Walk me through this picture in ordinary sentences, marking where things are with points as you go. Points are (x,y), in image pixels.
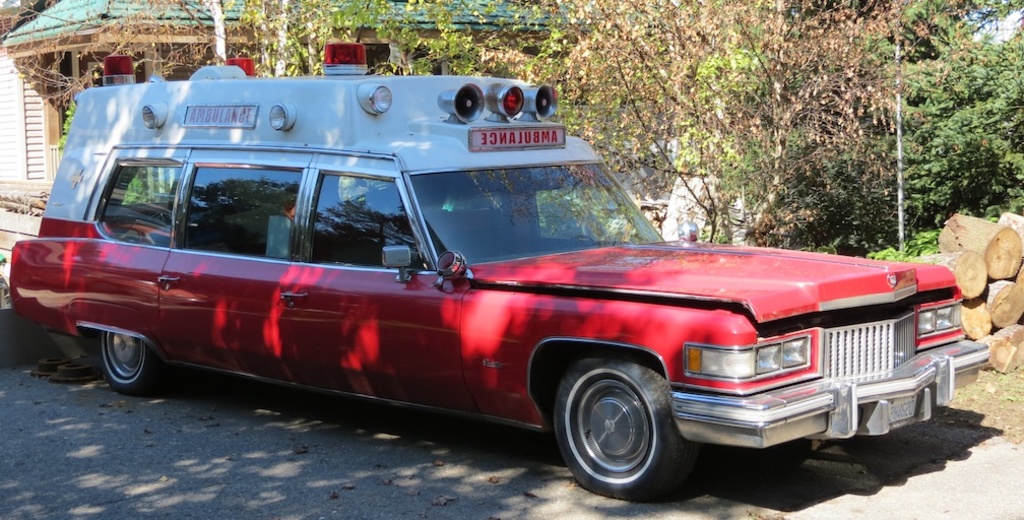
In this picture we can see a car (188,345) on the road (290,461). In the background (685,193) we can see a house (100,41), trees (376,23), wooden logs (993,313) and a pole (897,63).
